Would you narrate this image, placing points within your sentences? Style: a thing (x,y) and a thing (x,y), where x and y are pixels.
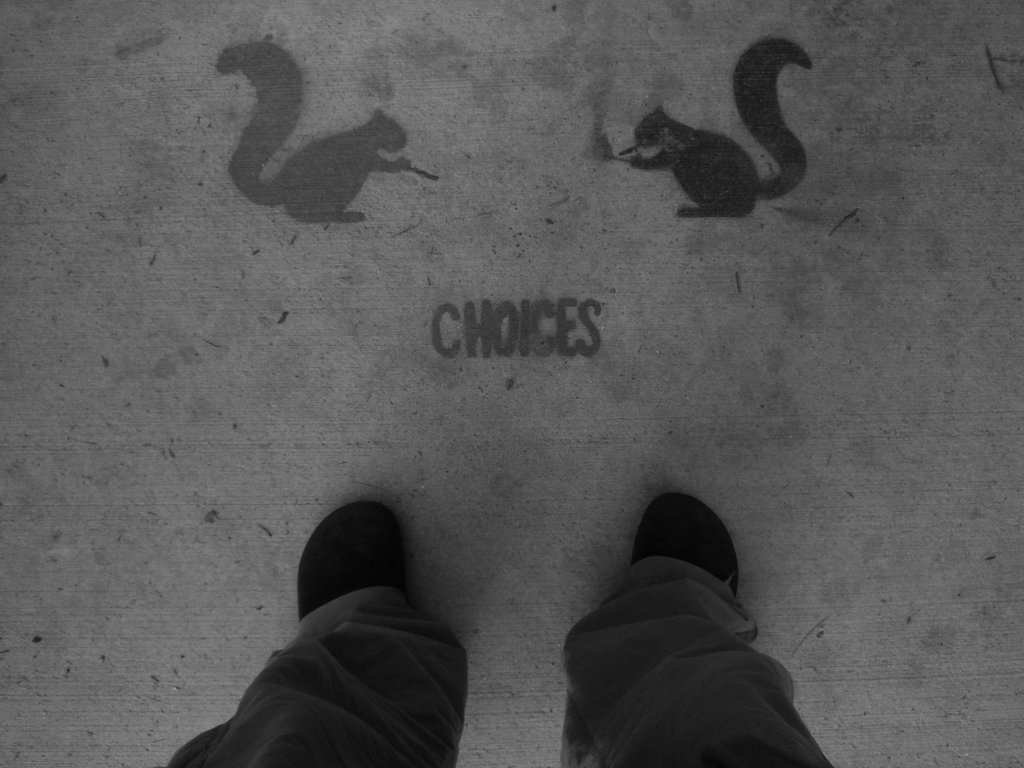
In this image, we can see the legs (726,638) of a person (611,684) and we can see two squirrel paintings (698,212).
